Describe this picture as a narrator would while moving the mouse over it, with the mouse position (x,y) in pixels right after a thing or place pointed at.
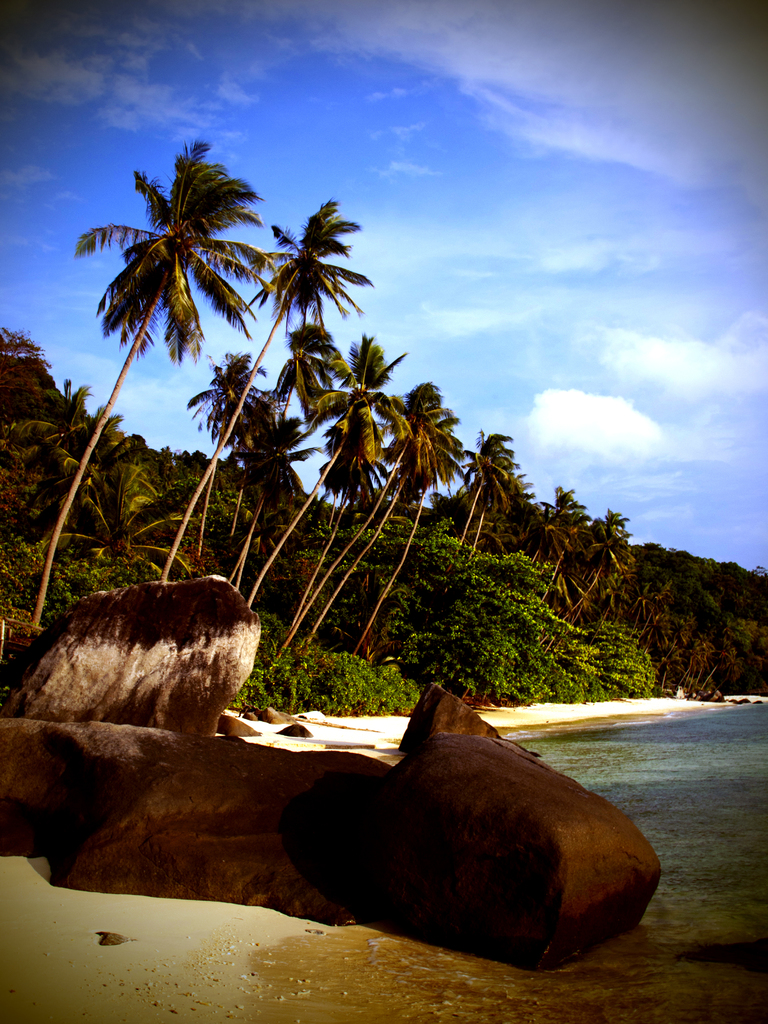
In this picture I can see trees (385,658) and rocks (193,768). On the right side (719,837) I can see water (715,819) and the sky (606,232) in the background (590,248).
